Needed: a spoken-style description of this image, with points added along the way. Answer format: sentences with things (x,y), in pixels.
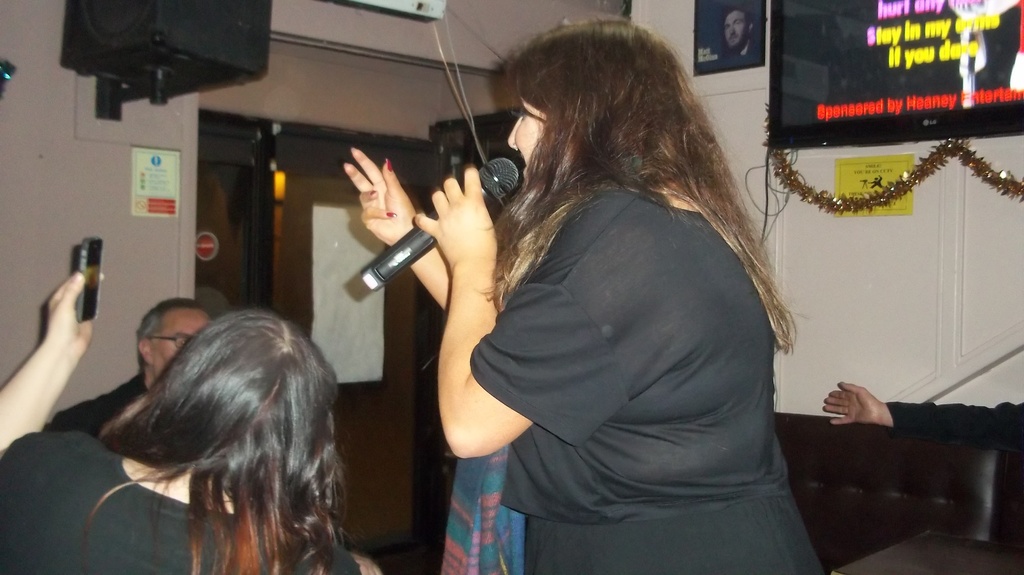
There are some people (489,268) in a room (429,420). On the right side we have a woman (588,241). She is holding a mic (510,177). On the left side (281,397) we have another woman (167,459). She is holding a mobile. We can see the background (854,87) TV (869,78), doors (291,311), photo frame (757,25) and sound box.
